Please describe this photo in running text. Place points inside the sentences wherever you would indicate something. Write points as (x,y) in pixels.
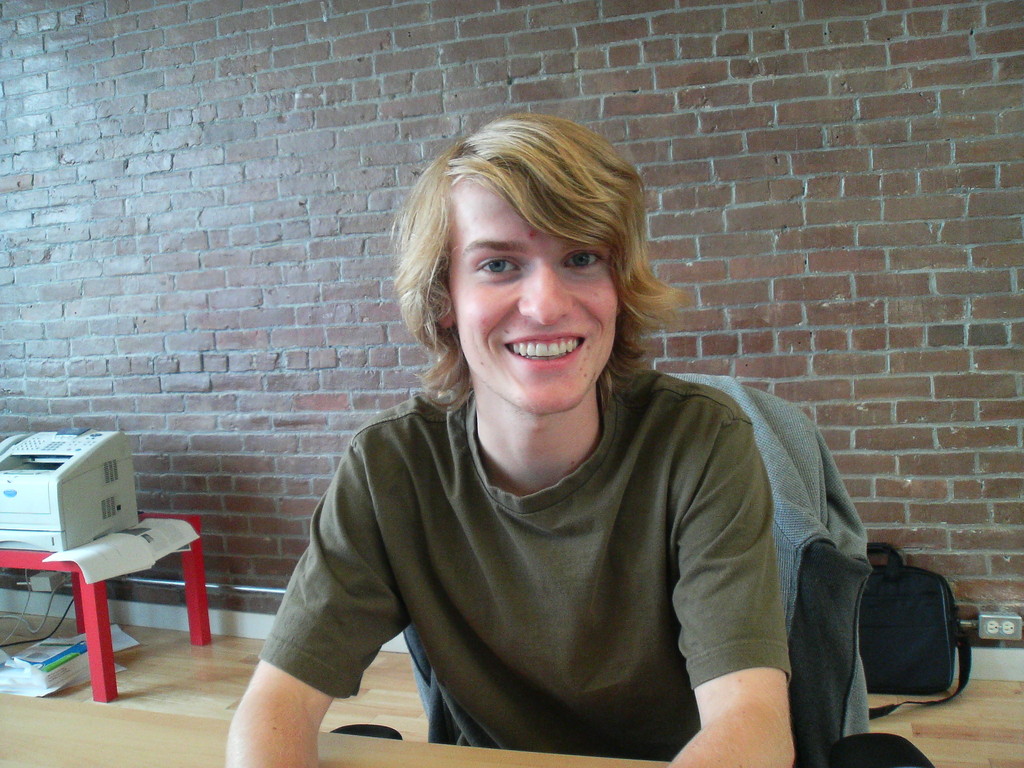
In the center of the image (644,370) there is a person (668,527) sitting on a chair (770,472) he is smiling. On the left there is a table (188,553). There is a printer (84,533) and some papers (97,546) placed on the table (42,555). In the background (402,89) there is a brick wall (783,194).
